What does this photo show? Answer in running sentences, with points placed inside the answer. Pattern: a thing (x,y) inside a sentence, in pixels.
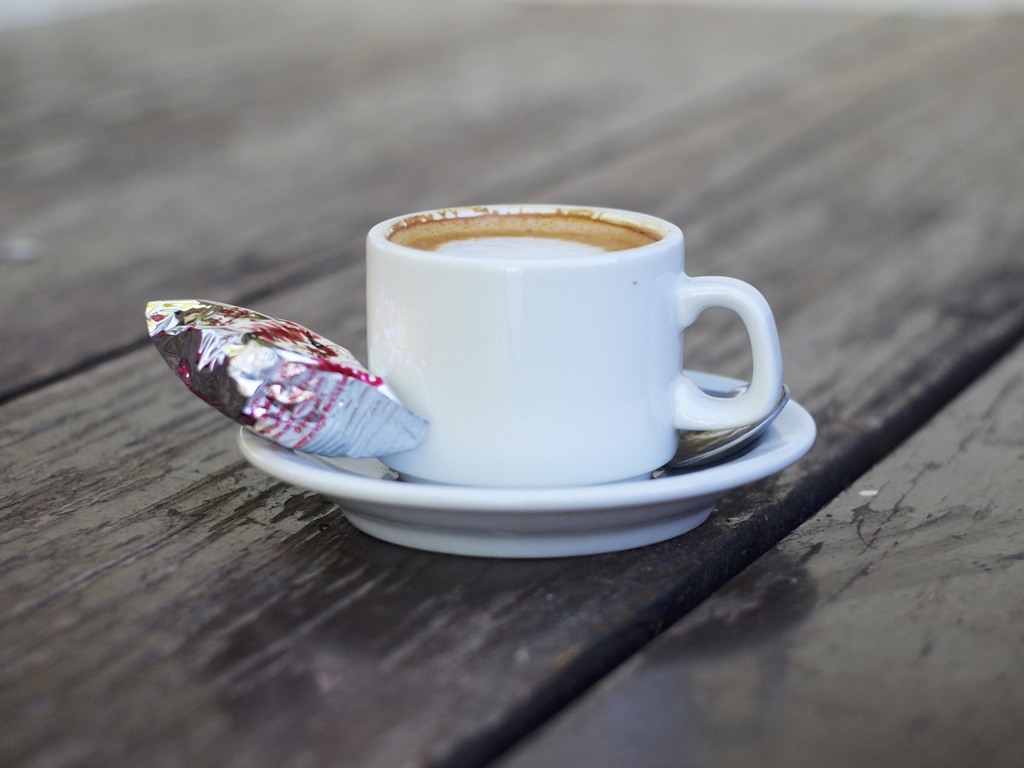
In this picture we can see a cup (511,349), spoon (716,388) and a packet (273,317) in the saucer (526,492), and also we can find drink (492,247) in the cup (478,288).
